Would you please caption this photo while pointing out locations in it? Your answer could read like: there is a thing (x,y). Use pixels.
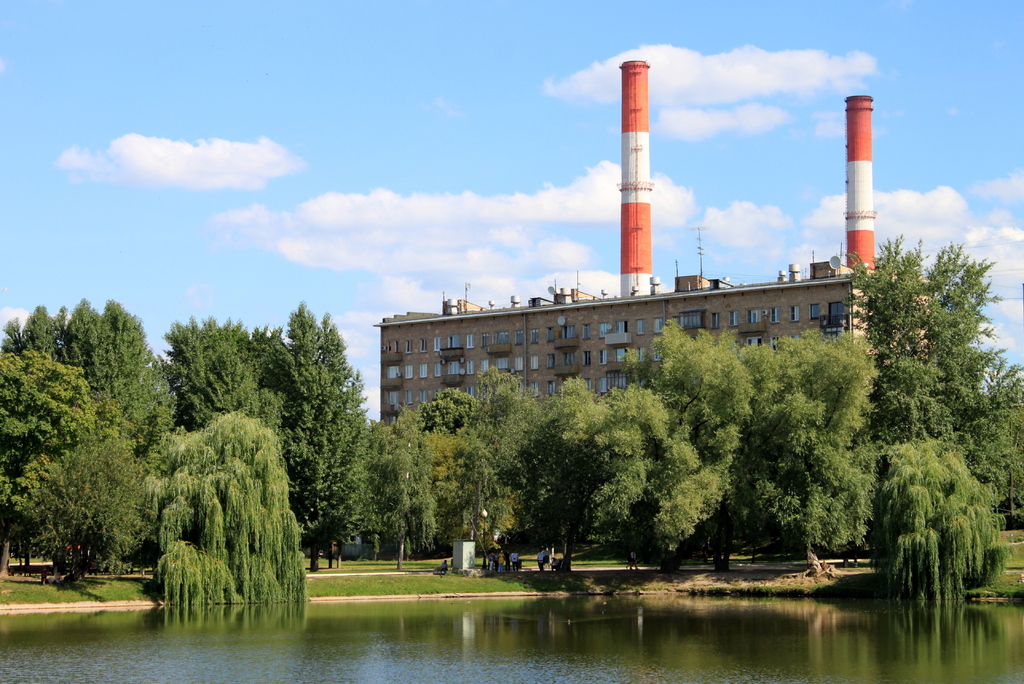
At the bottom of the image (362,617) there is water (408,625). Behind the water (223,628) there is a ground (134,572) with grass (141,579) and also there are many trees (566,438). Behind them there is a building (477,342) with walls (415,405), windows (437,344) and there are two poles (636,98) with red and white color. At the top of the image (884,210) there is a sky (836,153) with clouds (103,169).
